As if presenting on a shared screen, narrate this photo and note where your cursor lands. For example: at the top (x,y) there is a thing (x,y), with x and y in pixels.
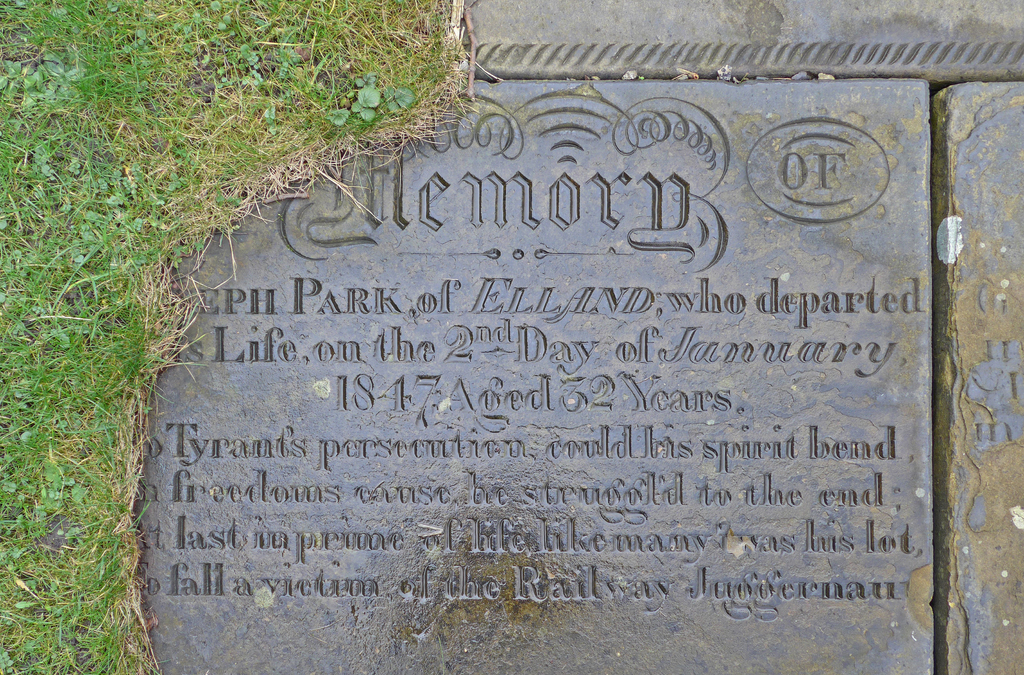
In this image I can see some grass (124,105) on the ground (145,75) which is green in color and the stone (530,390) which is black in color and few words (769,295) carved into the stone (511,447).
